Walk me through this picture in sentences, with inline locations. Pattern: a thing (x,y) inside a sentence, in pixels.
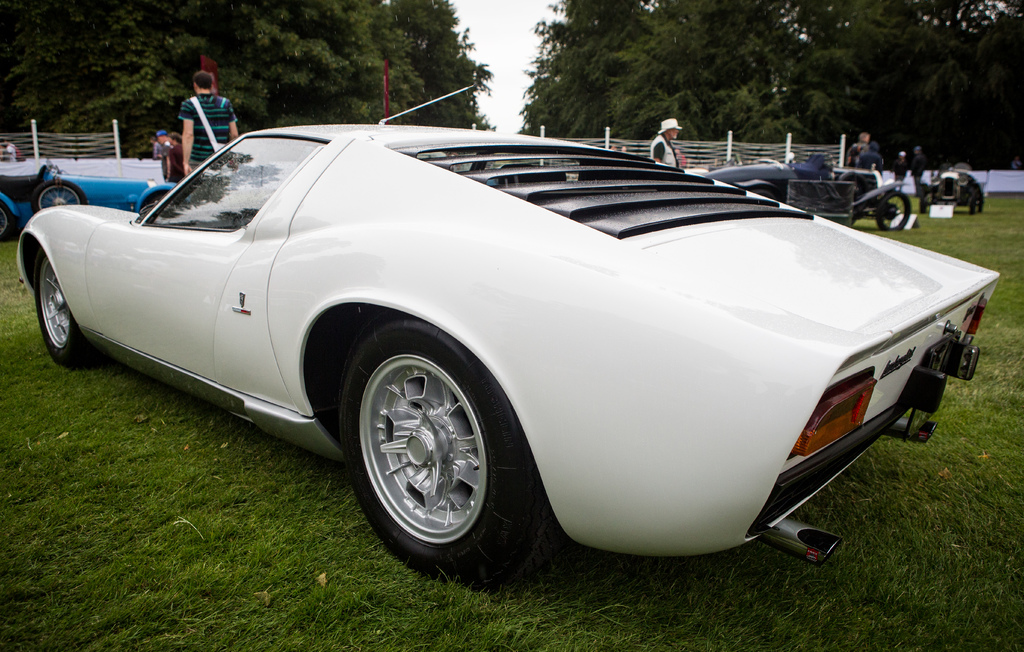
In this picture I can see there is a white color car (290,369) parked here and it has a door (161,239) and tail lamps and there is grass (129,543) on the floor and there are few other cars (75,187) parked in the backdrop (149,200) and there few men (174,137) standing and there is a white fence (82,146) in the backdrop (64,143) and there are trees (432,30) and the sky (519,28) is overcast.
